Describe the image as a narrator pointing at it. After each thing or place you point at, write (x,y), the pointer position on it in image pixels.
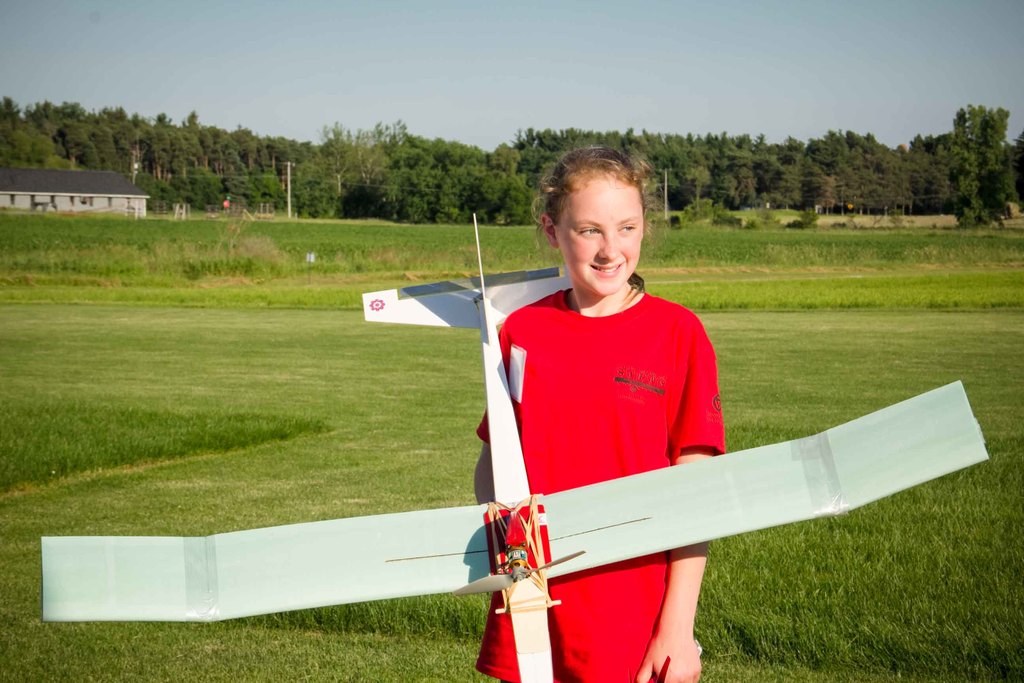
In front of the picture, we see a woman (582,427) in the red T-shirt (584,470) is standing and she is holding a toy airplane (545,529) in her hand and she is smiling. At the bottom (743,610), we see the grass (910,647). There are trees (278,206), buildings (120,206) and the electric poles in the background (668,185). At the top (604,89), we see the sky (564,87).
